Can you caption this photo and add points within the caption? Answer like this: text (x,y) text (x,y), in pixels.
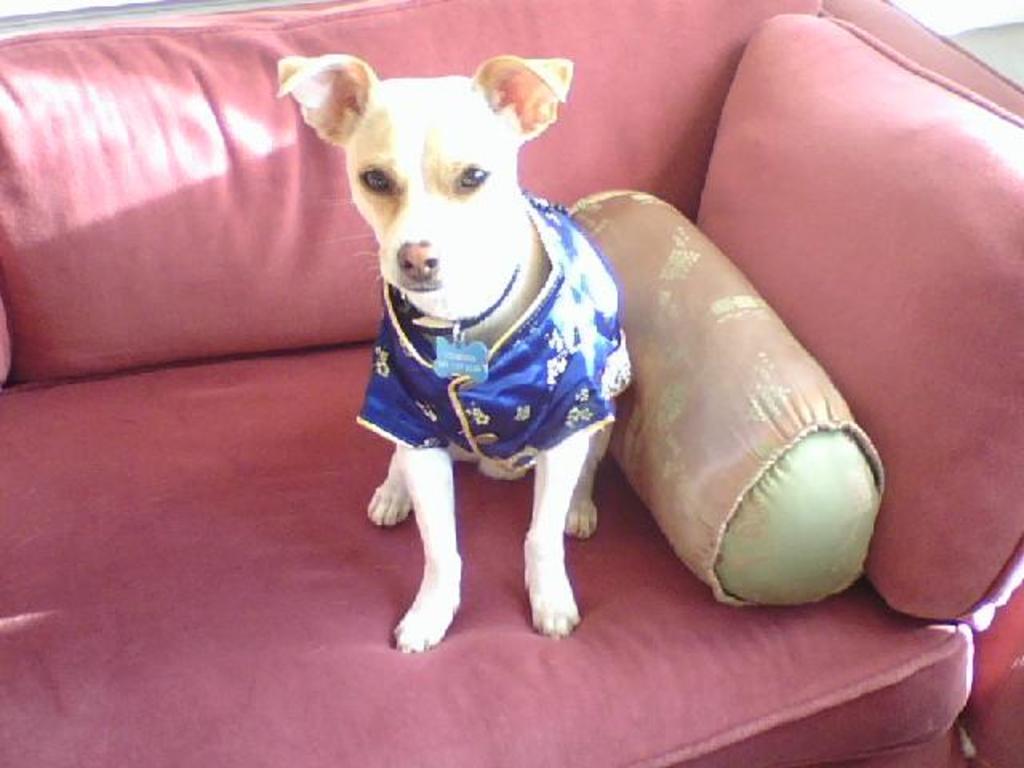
In the center of the image (601,385) we can see a dog (509,342) sitting on the sofa (508,581) and there are cushions (762,453) placed on the sofa (639,698).
